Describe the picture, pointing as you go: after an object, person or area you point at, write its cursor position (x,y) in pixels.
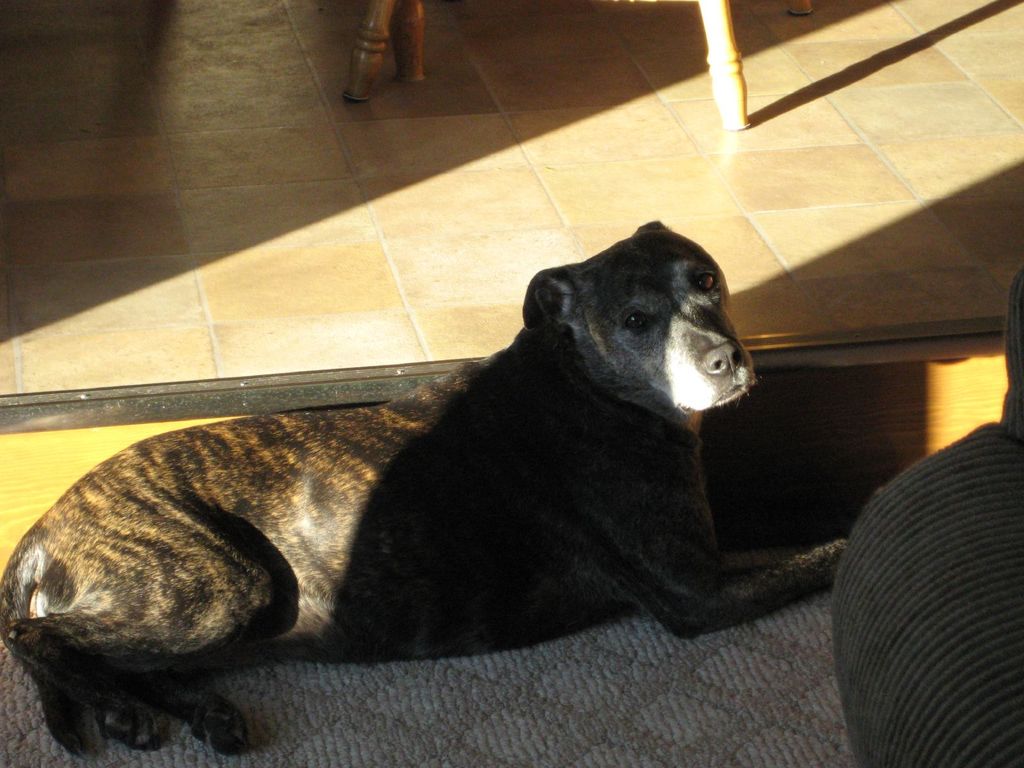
At the bottom of this image (313,602), there is a black color dog (616,450) on a gray color carpet (524,653). Behind this dog (444,425), there is a rod (285,403). In the background (553,126), there are wooden sticks (737,99) and shadows (208,32) on the floor (287,182).
